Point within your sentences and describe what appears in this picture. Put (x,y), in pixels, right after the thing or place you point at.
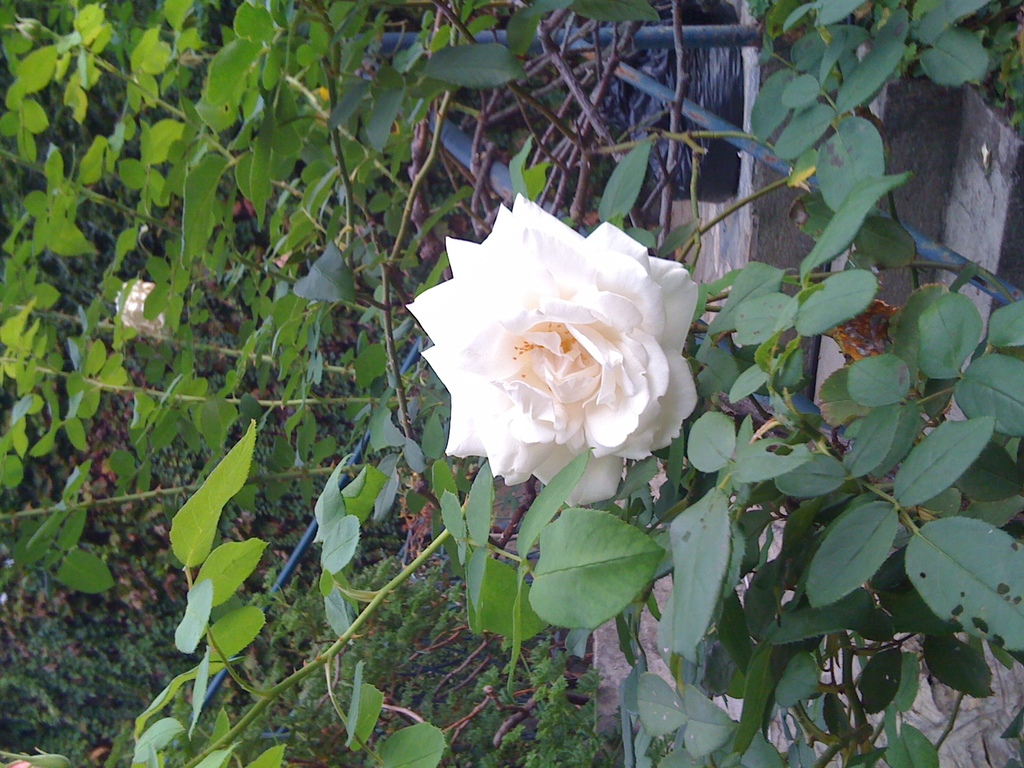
In the picture we can see many plants (771,686) with a flower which is white in color.
